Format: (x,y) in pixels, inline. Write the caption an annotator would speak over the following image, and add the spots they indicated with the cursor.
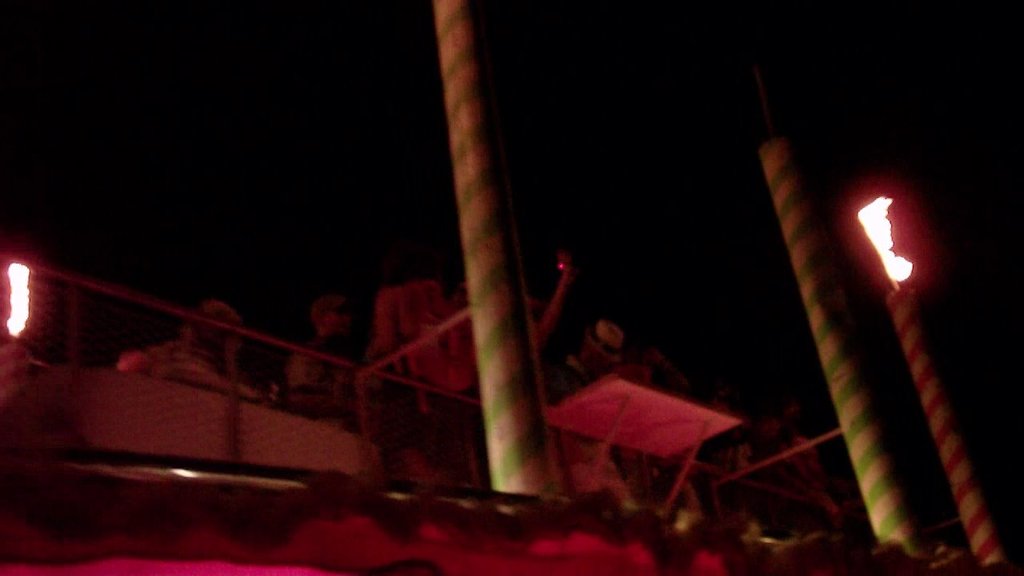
In this image we can see poles (822,262). Also there is fire (13,270). And there is a fencing (174,399). Near to that there are few people (421,318) standing. Some are wearing caps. In the background (637,119) it is dark.
